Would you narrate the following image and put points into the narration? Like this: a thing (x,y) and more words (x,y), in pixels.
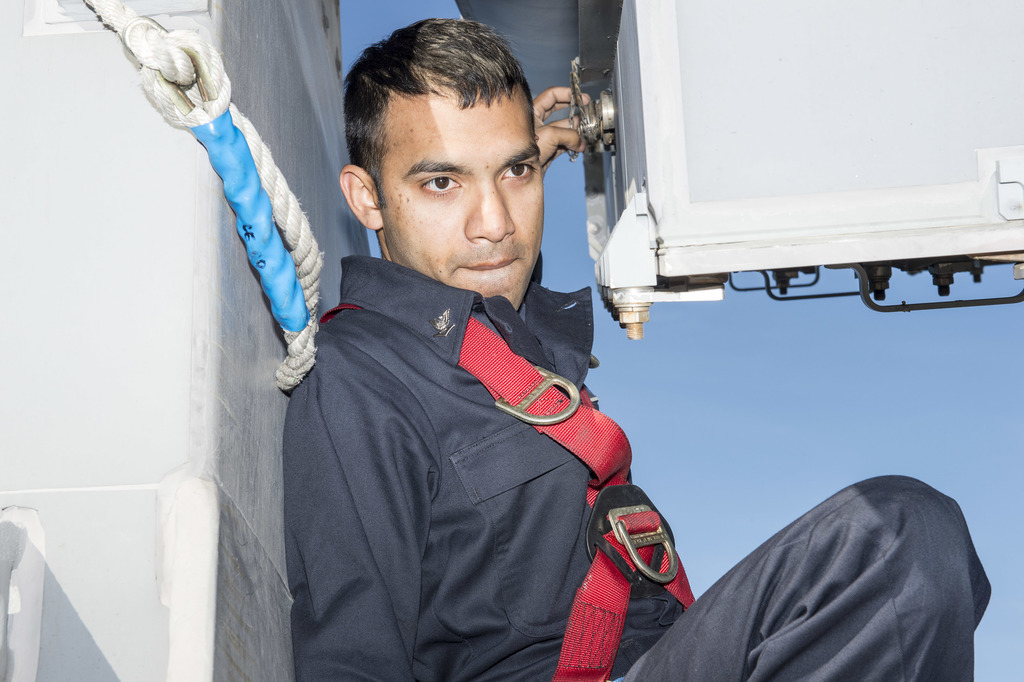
In this image there is a person (520,458) leaning on to a wall (223,360) with a rope (266,200), in front of the person (345,361) there is some object (800,119).
